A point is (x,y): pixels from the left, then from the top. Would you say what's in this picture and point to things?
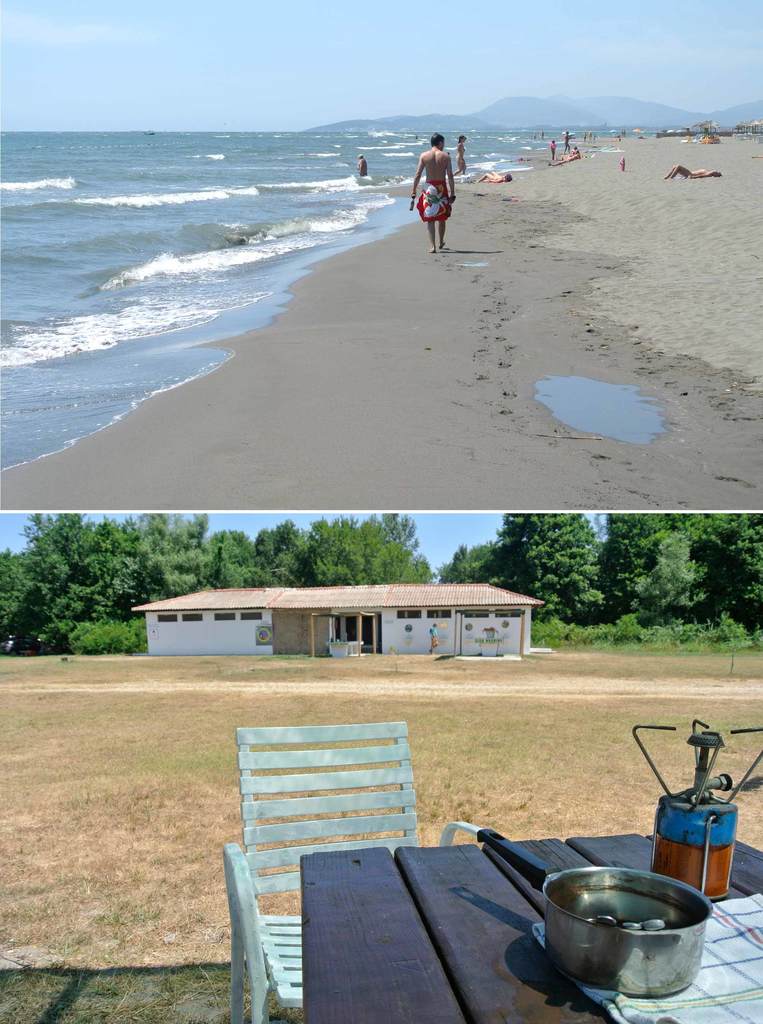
This image is a collage. In the first image we can see a beach (448,305). There are people (439,184). On the left (182,331) there is a sea (211,261). In the background (455,124) there are hills (580,118) and sky (488,66). In the second image we can see a table (612,839) and there is a vessel (654,948), napkin (708,948) and a stove (685,878) placed on the table (369,923). There is a chair (268,836). In the background (238,626) we can see a shed (363,635), trees (107,575) and sky (275,521).
